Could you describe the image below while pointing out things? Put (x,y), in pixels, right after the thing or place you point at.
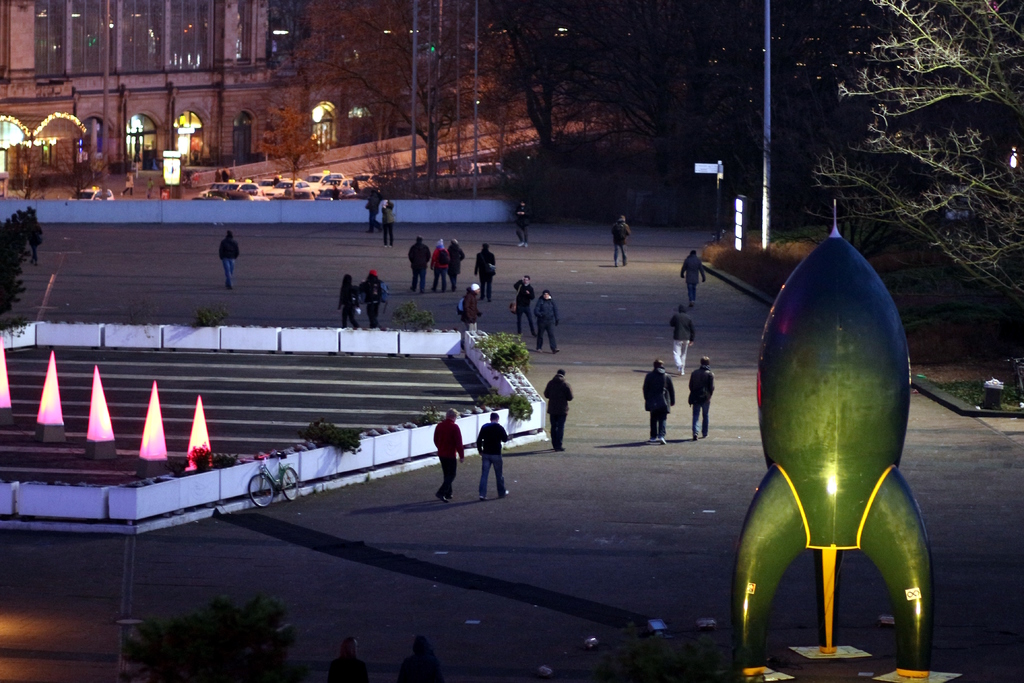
On the right side of the image (800,461) we can see replica of a rocket (803,447), in the background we can find few trees (692,67), poles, lights (203,436), bicycle (276,473) and group of people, in the top left hand corner (227,144) we can find few vehicles (290,183) and buildings (231,98).
